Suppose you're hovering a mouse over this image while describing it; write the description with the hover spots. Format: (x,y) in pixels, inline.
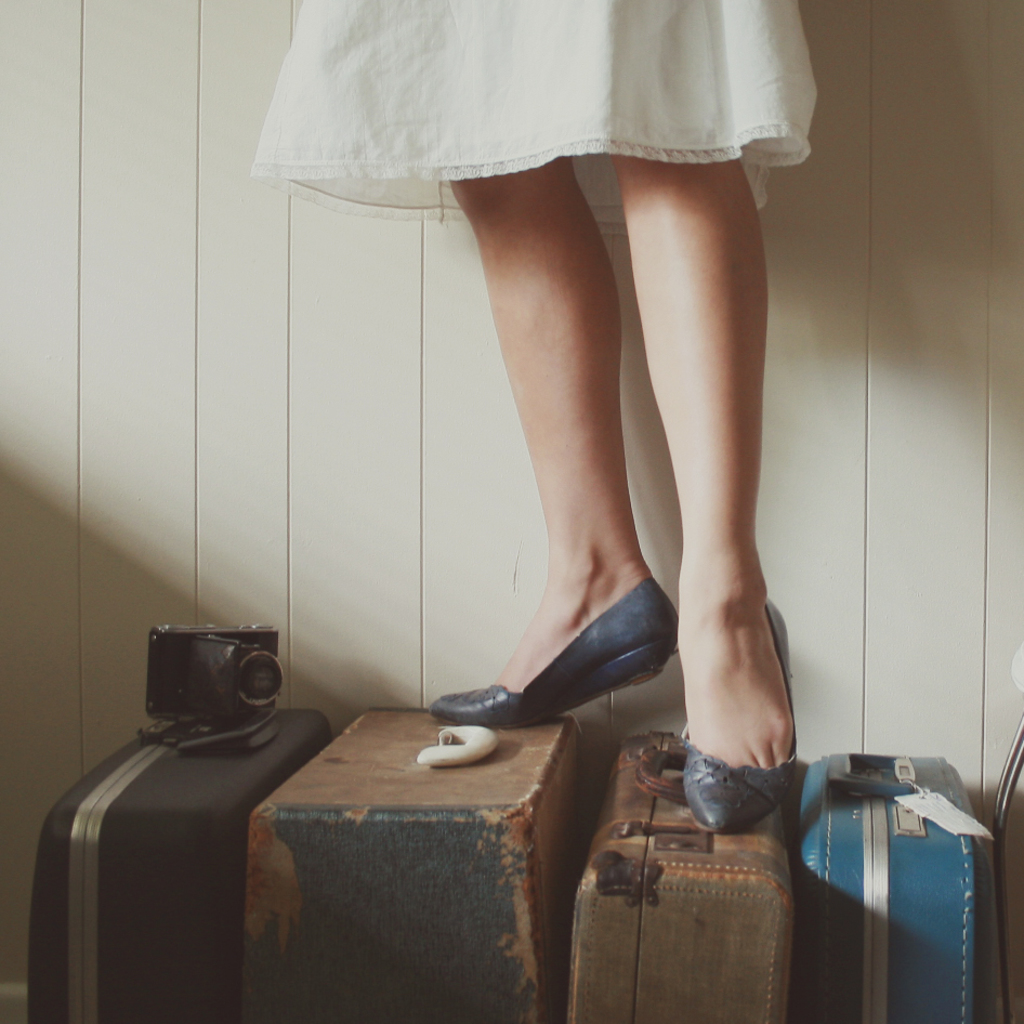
In this picture we can see a woman (748,450) standing on suitcase (512,899). This is a device (241,667) on the suitcase (295,724).
